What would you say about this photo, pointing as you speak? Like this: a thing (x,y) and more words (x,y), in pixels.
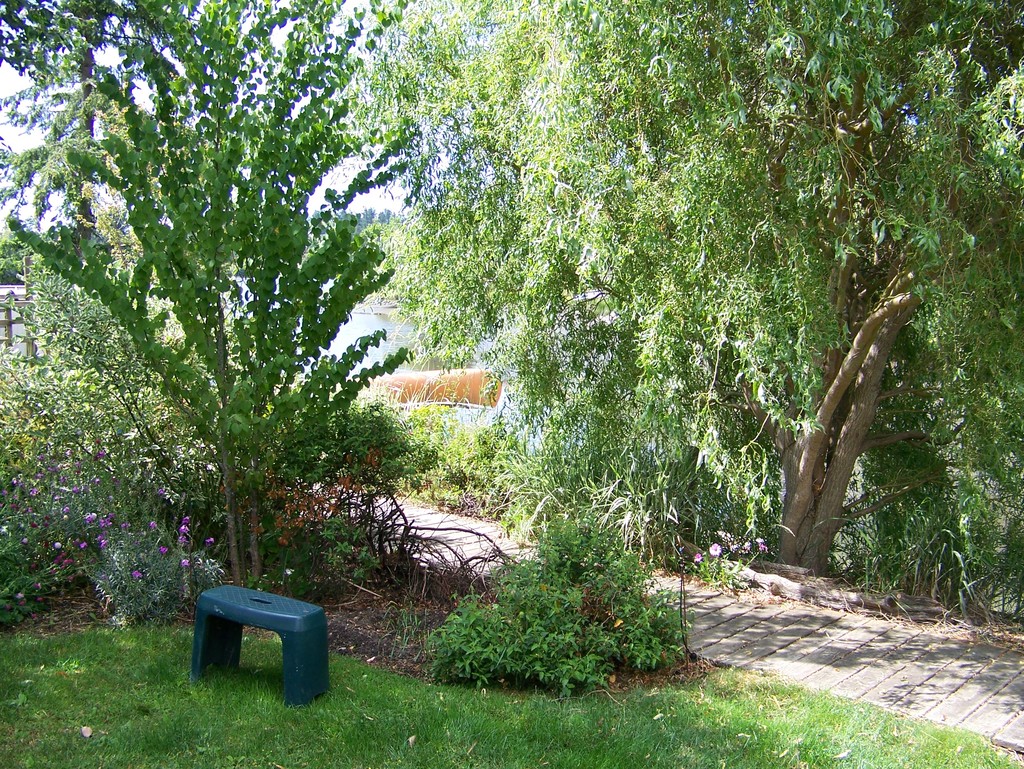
In this picture I can see many trees (575,387), plants (483,613) and grass (608,745). In the bottom left (247,619) there is a plastic table (257,626). On the left (11,294) I can see the wooden fencing (27,301), beside that I can see the water flow (370,329). On the top left (20,77) I can see the sky (13,88) and clouds (4,96). In the bottom right (979,682) I can see the street walk (904,692).
